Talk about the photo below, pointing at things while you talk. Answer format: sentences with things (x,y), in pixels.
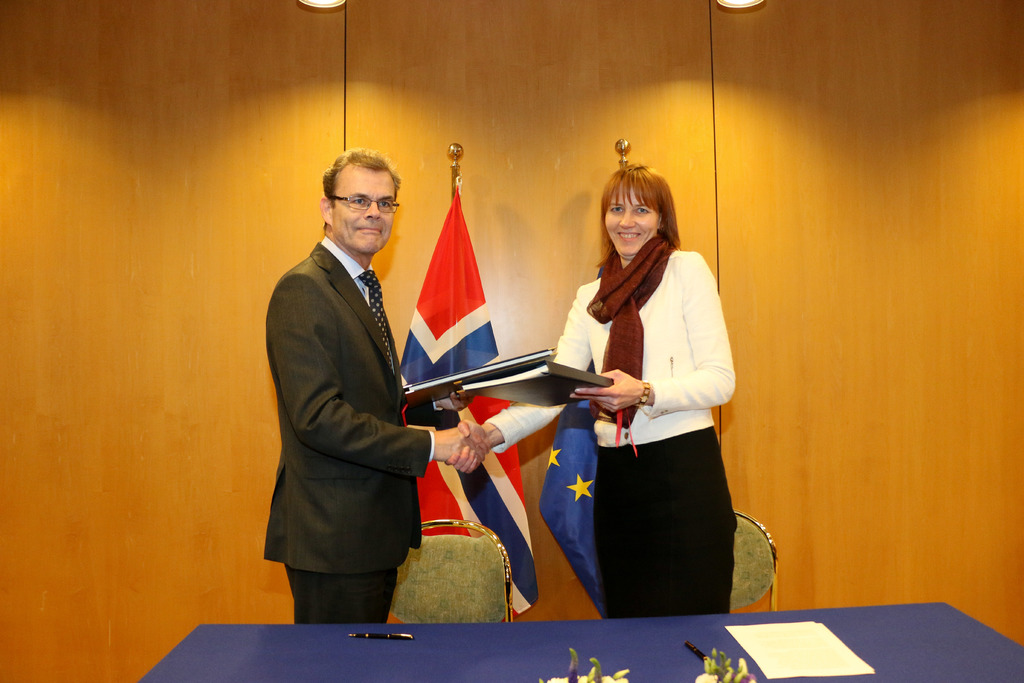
In this image there is a man (346,333) and woman (694,284) standing and having a shake hand. Person (424,467) is wearing a suit (352,350) and tie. Woman (619,353) Is wearing a scarf (638,296) with white shirt (687,374). Between them there are flags (523,546) and chair (501,574). Bottom of image (359,667) there is table (450,670) having a pen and paper (765,638) on it.
